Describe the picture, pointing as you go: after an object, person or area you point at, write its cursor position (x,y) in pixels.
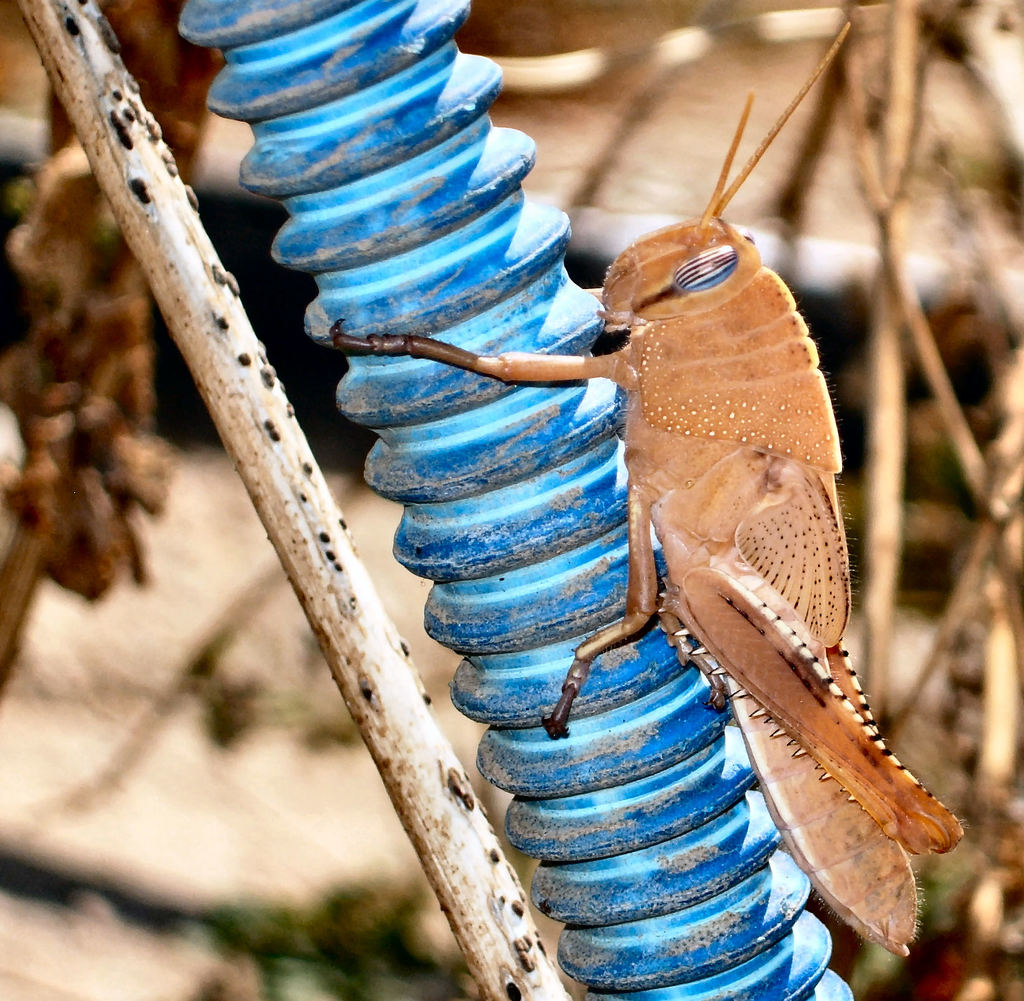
The picture consists of a grasshopper (728,396) on a pipe (537,626). Towards left (318,525) there is a stick (288,539). The background (223,237) is blurred. In the background (967,601) there are twigs (858,139).
